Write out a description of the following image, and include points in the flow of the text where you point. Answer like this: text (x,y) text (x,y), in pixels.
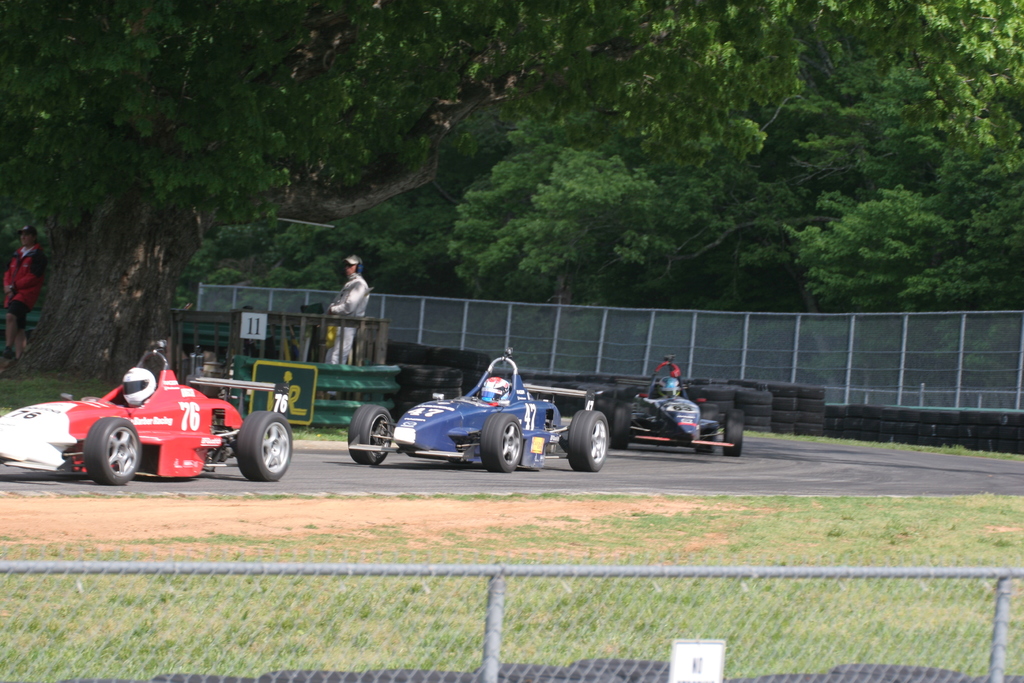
In this image there are three people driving three vehicles (567,432) on the track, there are two people (335,358) near one of the trees (197,288), a poster (260,317) with a number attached to an object (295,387), there are few trees (634,239), grass (593,519) and a fence (571,328).
